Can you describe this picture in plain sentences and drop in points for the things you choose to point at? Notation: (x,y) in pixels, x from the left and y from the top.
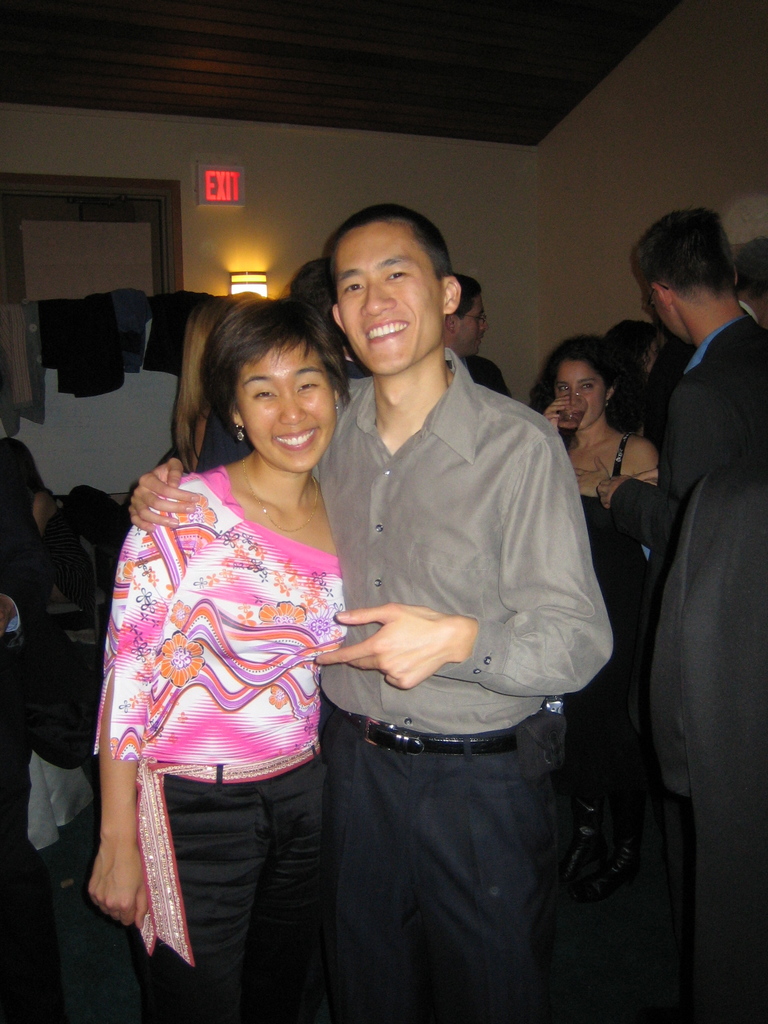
In the center of the image (363,532) we can see two persons (308,635) are standing and they are smiling. And we can see they are in different costumes (321,629). In the background (513,203) there is a wall (269,234), roof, sign board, lights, clothes (162,294), few people (80,576) are sitting, few people (11,552) are standing, few people (698,451) are holding some objects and a few other objects (112,532).
